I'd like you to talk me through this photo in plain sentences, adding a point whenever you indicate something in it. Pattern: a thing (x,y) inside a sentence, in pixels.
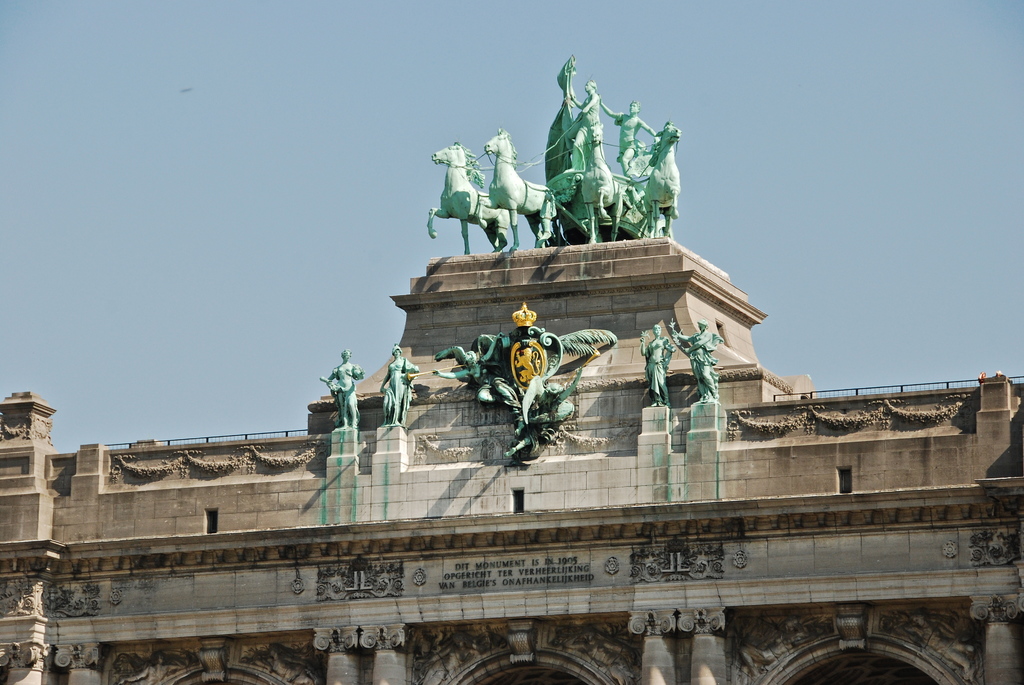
In this image I can see a building (773,520) which is cream, brown and black in color. I can see few statues (467,369) of persons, animals (494,201) and a person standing on the animal cart (581,217). In the background (152,176) I can see the sky (371,203).
